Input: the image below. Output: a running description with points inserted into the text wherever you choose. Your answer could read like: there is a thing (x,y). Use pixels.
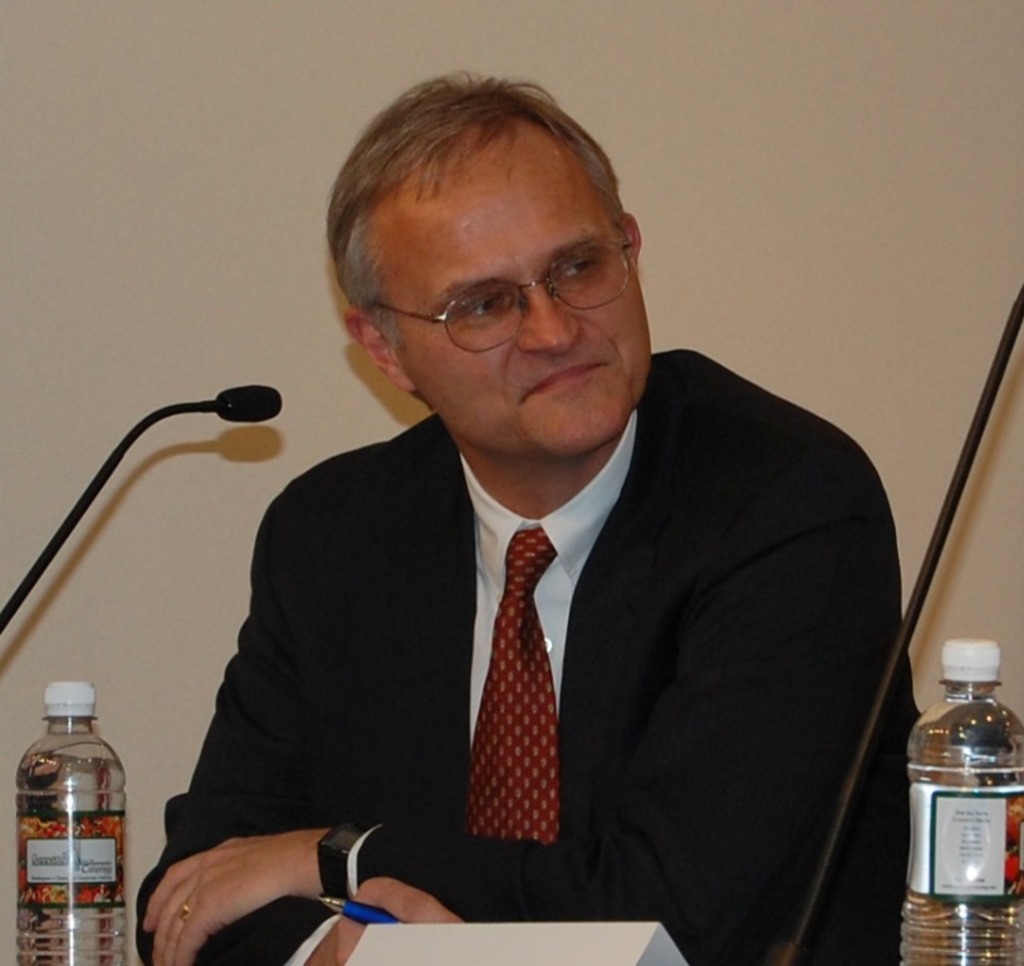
In this image we can see a man (520,724) wearing black blazer (582,806) is sitting on a chair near the table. There are bottles (955,791) and mic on the table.
